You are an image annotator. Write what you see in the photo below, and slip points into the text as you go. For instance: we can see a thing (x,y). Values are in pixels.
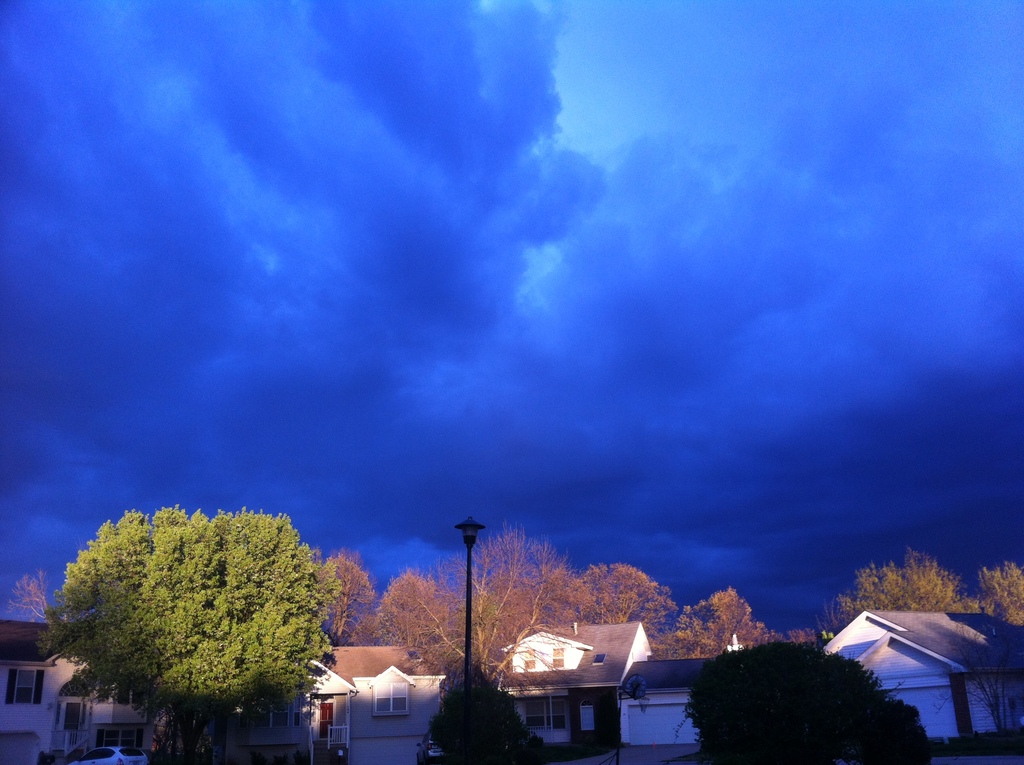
In this image there are houses (436,693) one beside the other at the bottom (545,698). On the left side (179,631) there is a tree (162,682). In the middle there is a pole (469,561) to which there is a light (475,536). At the top (458,249) there is the sky (425,182) which is in blue color.
